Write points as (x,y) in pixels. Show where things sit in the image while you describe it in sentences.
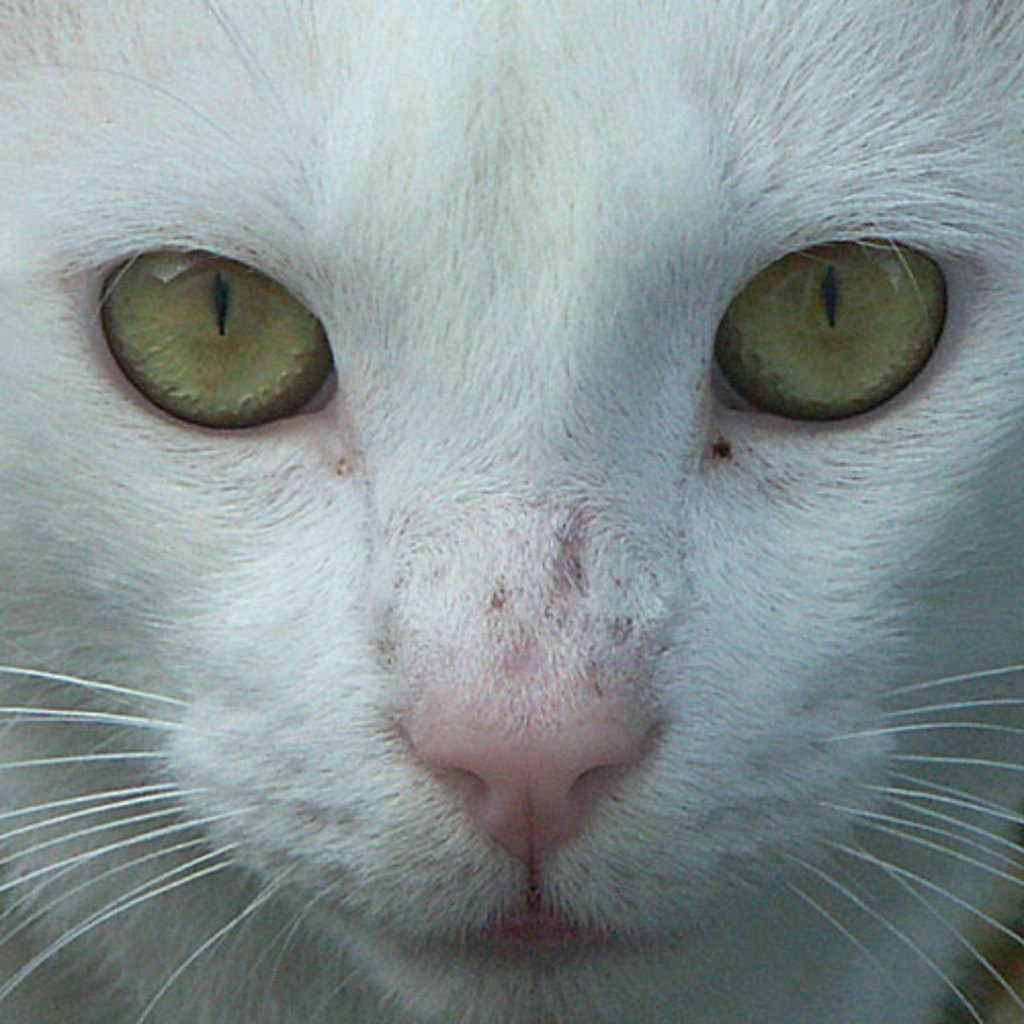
In this picture there is a cat (558,373) which is white in colour.
